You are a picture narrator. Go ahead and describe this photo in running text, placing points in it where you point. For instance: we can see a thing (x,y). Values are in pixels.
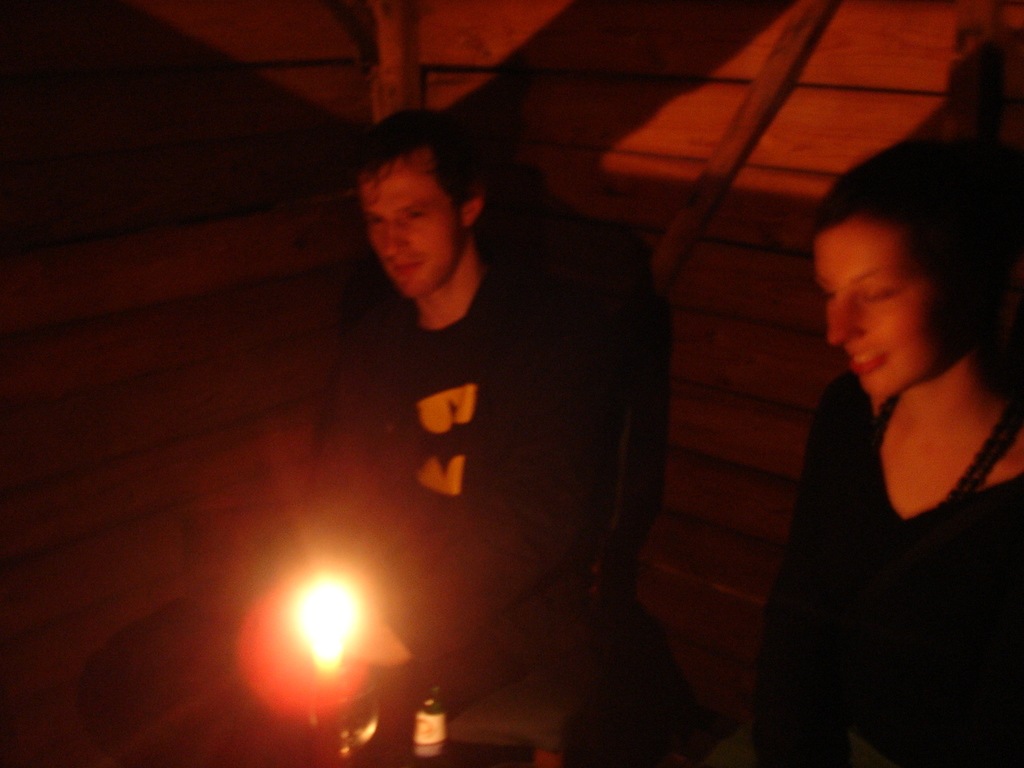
In this picture we can see there are two persons (461,394). In front of the people (503,504), there is light (354,613) and an object (430,724). Behind the people (490,435), it looks like a wooden wall (527,93).
